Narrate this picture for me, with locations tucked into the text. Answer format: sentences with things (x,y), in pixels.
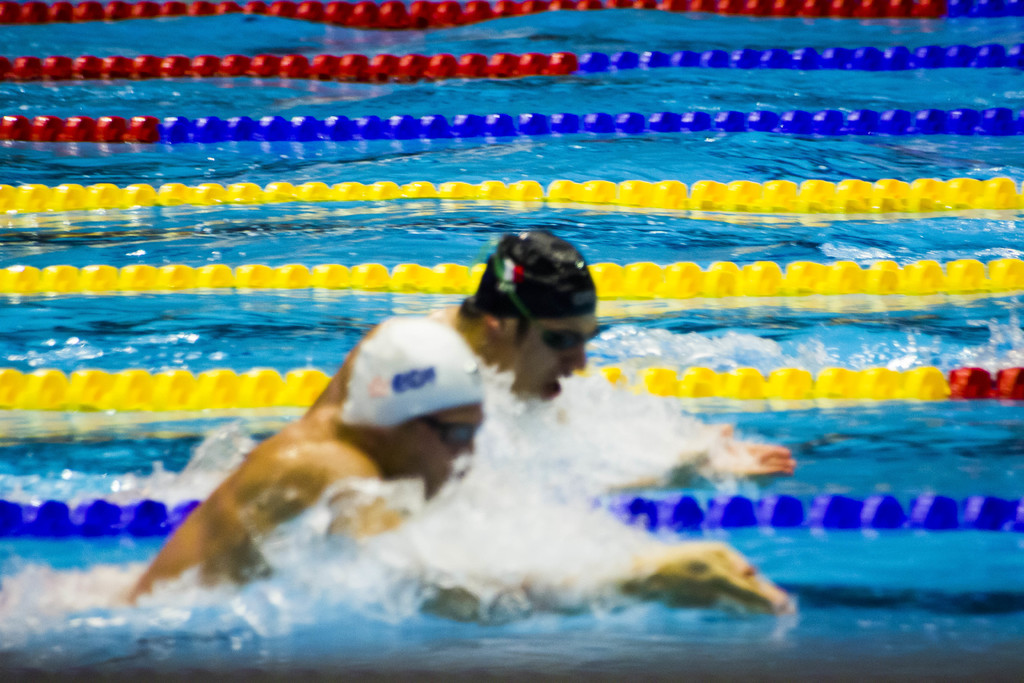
The picture consists of a swimming pool (15,97), in the pool (398,483) there are two people (427,426) swimming and there are some ribbon like objects (325,120) floating.
